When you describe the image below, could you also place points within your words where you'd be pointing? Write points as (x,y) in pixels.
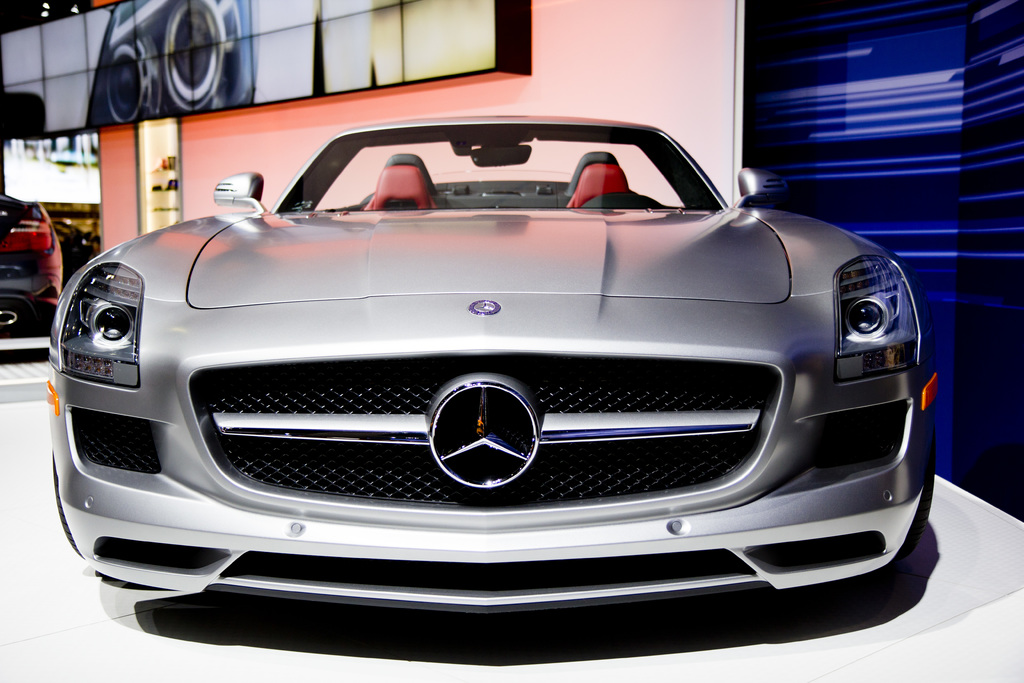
In this picture we can see few cars (314,400), in the background (262,93) we can find a digital screen (248,104) on the wall (252,124).
